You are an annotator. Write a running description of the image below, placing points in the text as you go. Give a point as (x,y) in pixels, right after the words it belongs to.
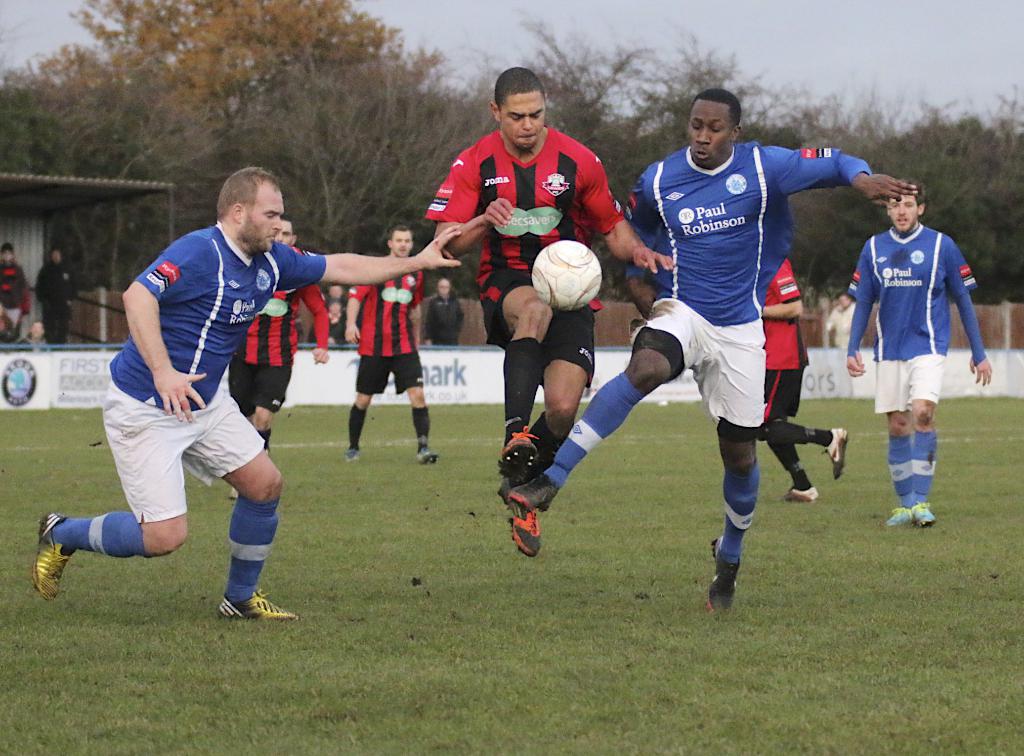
In this image we can see people (618,384) playing football. In the background of the image (243,113) there are trees (136,92). There is a shed (18,251). There is a banner (665,389) with some text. At the bottom of the image (584,656) there is grass (484,679). At the top of the image (787,33) there is sky (776,48).
